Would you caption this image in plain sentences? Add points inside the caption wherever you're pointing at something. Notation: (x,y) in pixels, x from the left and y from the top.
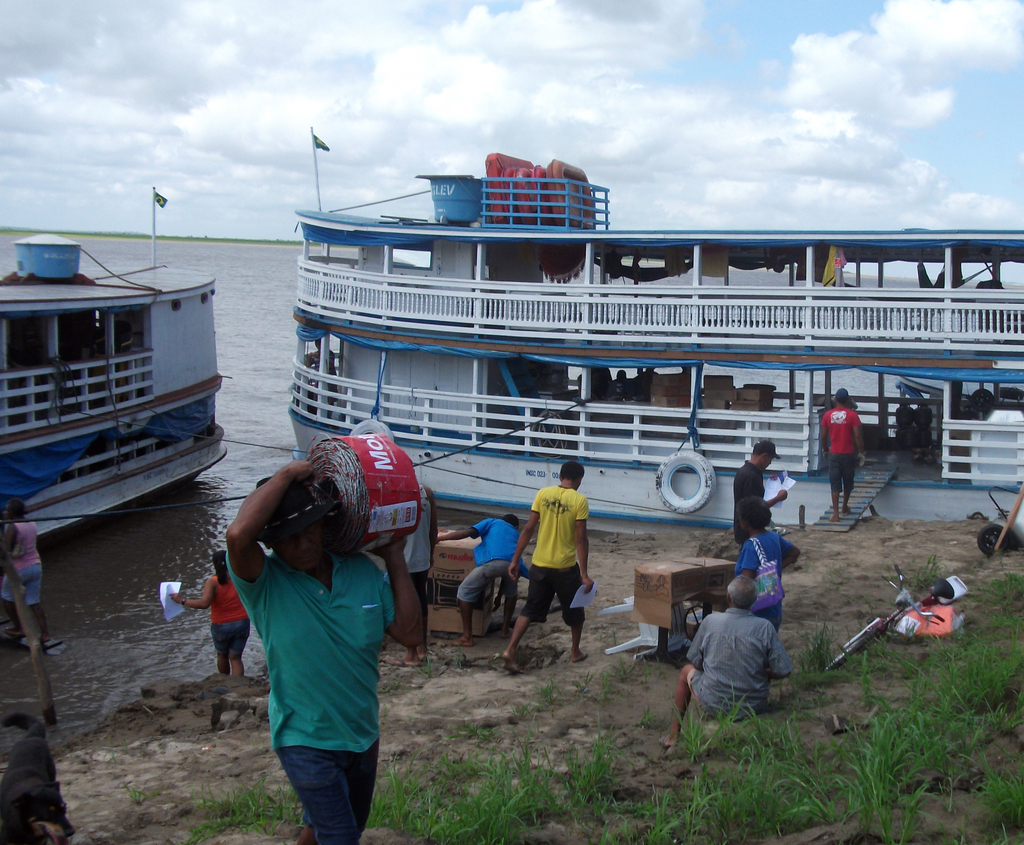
This image is clicked outside. There are two boats (397,370) in this image. There is water (251,378) in this image. There is sky (526,144) at the top (415,170). There are so many people (332,729) in the middle (520,557). One of them is holding something. There is grass (782,799) at the bottom (463,813).
